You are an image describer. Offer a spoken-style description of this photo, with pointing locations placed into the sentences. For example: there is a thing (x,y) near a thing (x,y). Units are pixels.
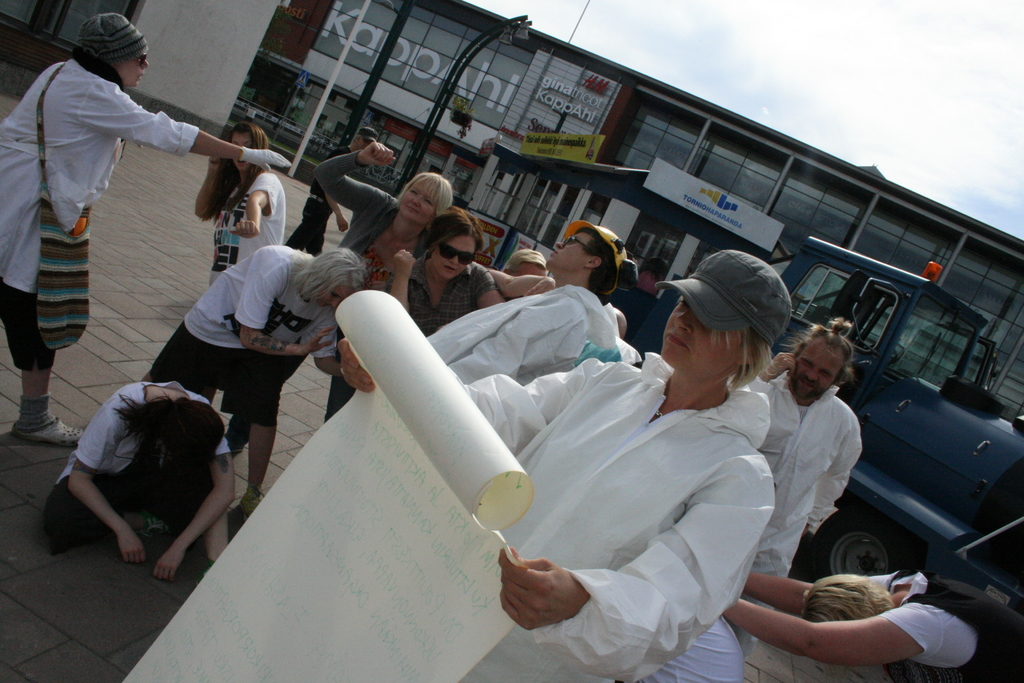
In this image in the center (586,258) there are a group of people (397,262) some of them are performing, and in the foreground (578,403) there is one person (562,476) who is holding a paper (363,564) and some of them are wearing some costumes (555,369) and caps (693,297). And in the background (615,180) there are buildings (480,125) and some plants (456,105), poles (422,150), boards (564,103). On the boards (667,175) there is text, and on the right side of the image (914,389) there is vehicle (896,371) and at the bottom (83,551) there is walkway (170,173). At the top (782,43) there is sky (573,43).
